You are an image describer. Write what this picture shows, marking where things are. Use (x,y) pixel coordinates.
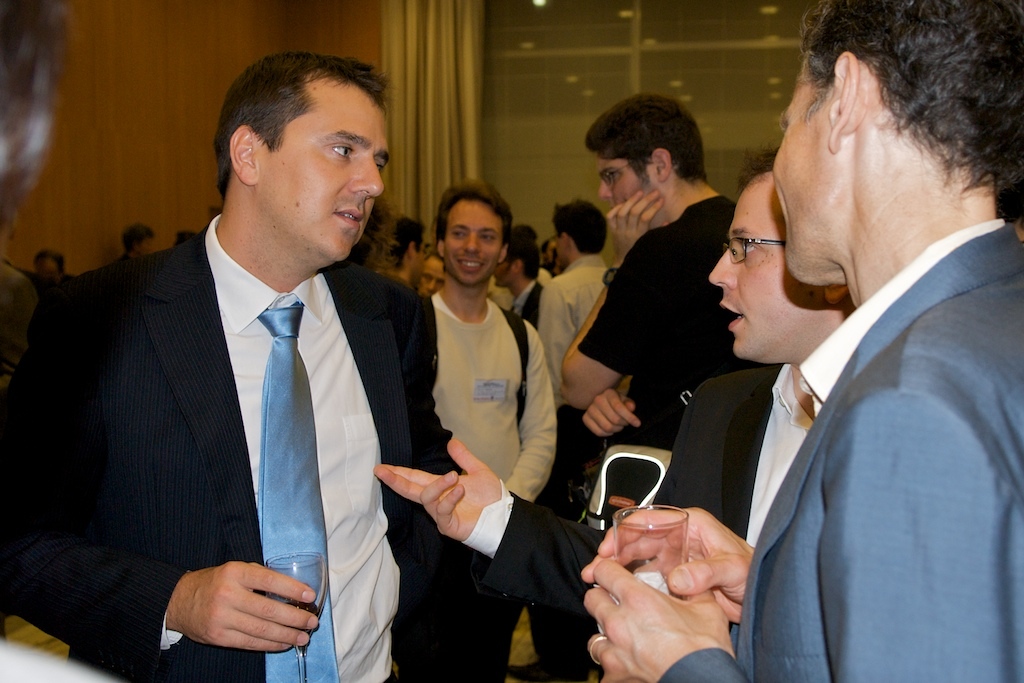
In this image, we can see a group of people (314,388) are standing. Here a person (750,422) is talking. Two people (750,596) are holding glasses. Background (433,160) we can see wall (202,113), curtains (421,149) and glass object (556,131).
